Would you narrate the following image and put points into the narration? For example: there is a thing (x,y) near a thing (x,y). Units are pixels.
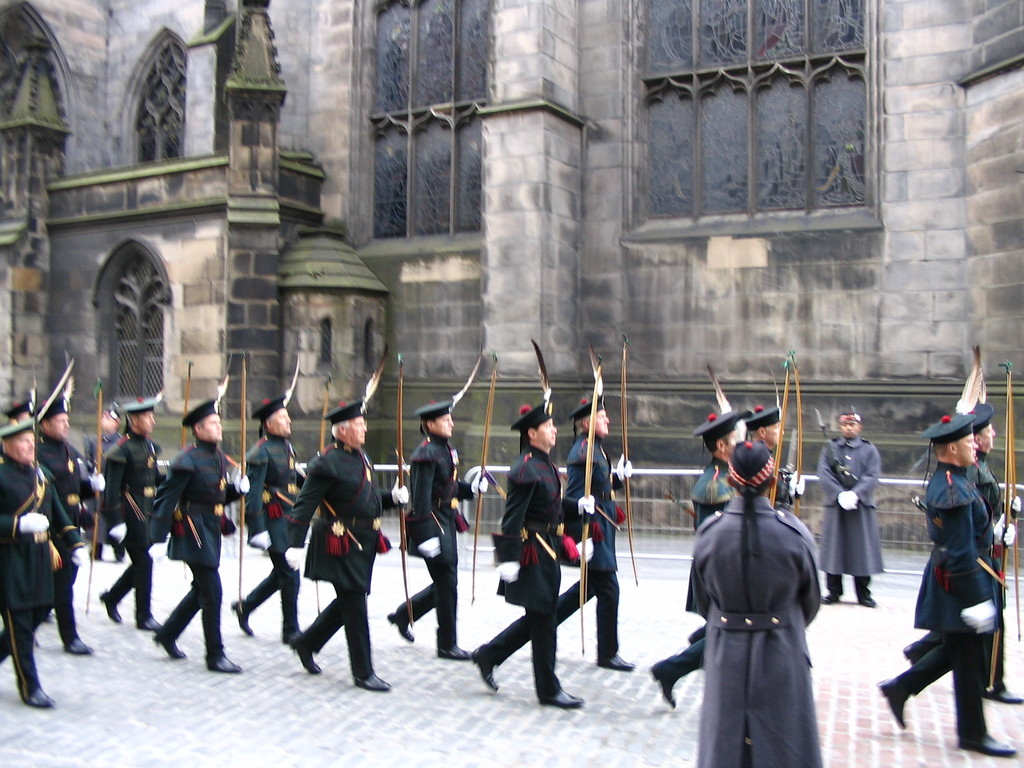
In the picture I can see few persons (444,477) wearing black dress (427,483) and a cap (433,411) are walking and holding an object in their hands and there is a person (771,544) standing on either sides of them and there is a building (639,179) in the background (599,209).
